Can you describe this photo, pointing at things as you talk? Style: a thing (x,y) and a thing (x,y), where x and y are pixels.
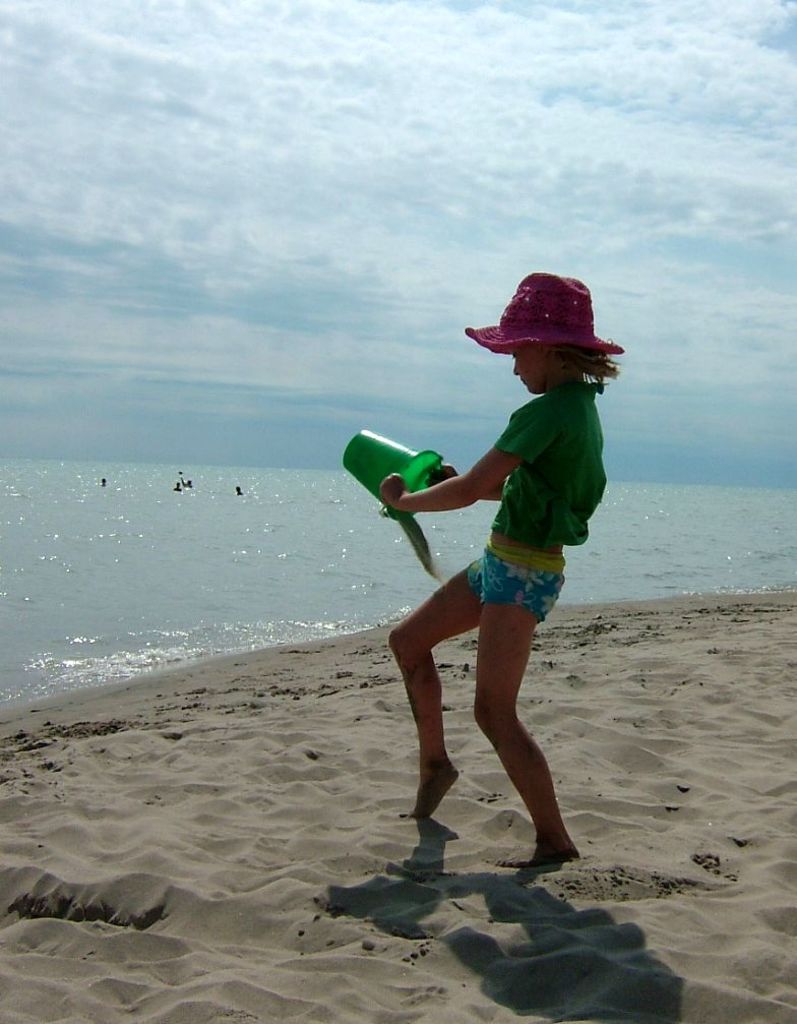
In the center of the image (523,520) a girl (611,350) is standing and holding an object (396,469) in her hand (400,480) and wearing a hat (504,317). In the middle of the image (375,524) water (214,536) is present. At the bottom of the image (247,874) soil (293,820) is there. At the top of the image (397,138) clouds (425,137) are present in the sky (284,122).
